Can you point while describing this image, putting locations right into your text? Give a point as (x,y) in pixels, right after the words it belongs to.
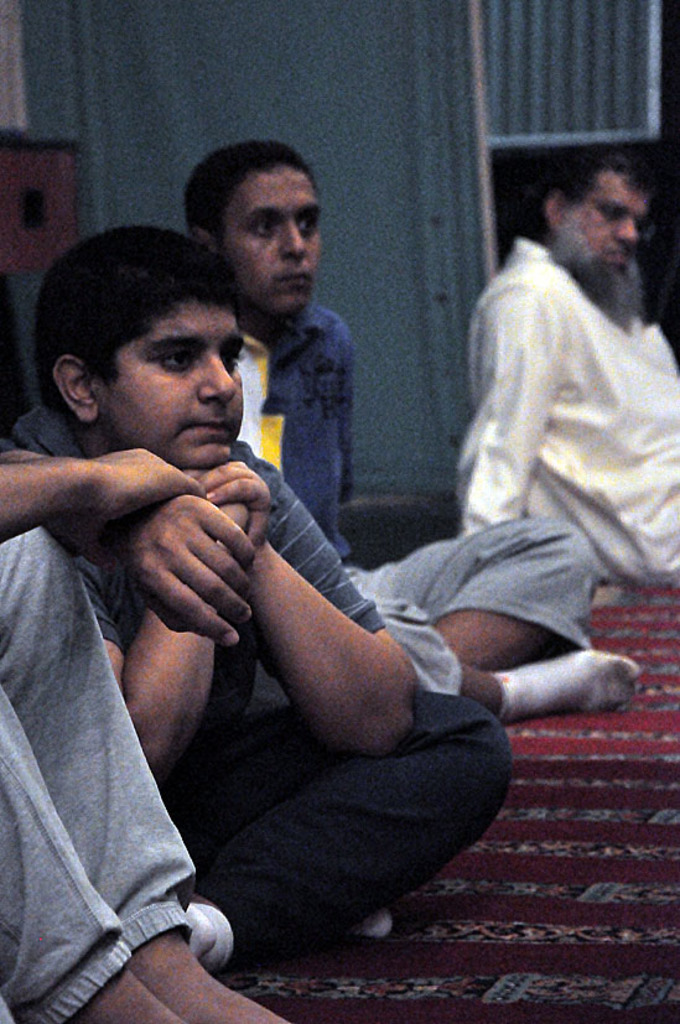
In this image I see 3 persons (324,450) who are sitting and I see another person's legs (52,579) and hands (41,488) over here and I see the red color carpet (561,772). In the background (66,17) I see the blue color thing (352,142) over here.
